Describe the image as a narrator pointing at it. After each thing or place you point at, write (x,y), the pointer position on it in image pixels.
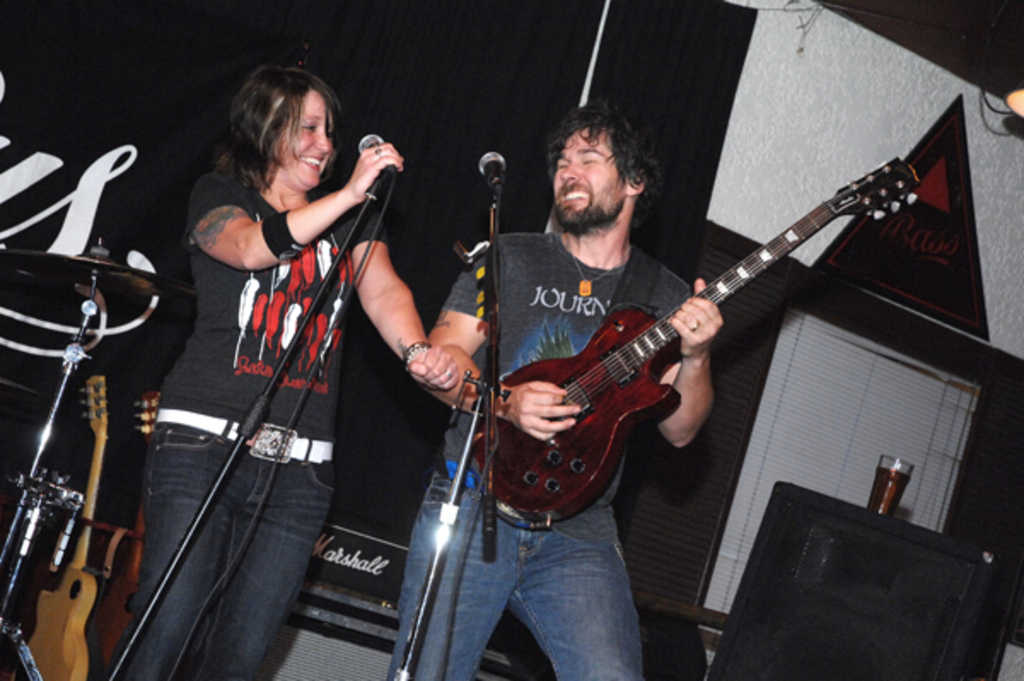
In this image I can see two people (530,260) standing in-front of the mic (325,286). Among them one person (620,268) is holding the guitar (758,255).
